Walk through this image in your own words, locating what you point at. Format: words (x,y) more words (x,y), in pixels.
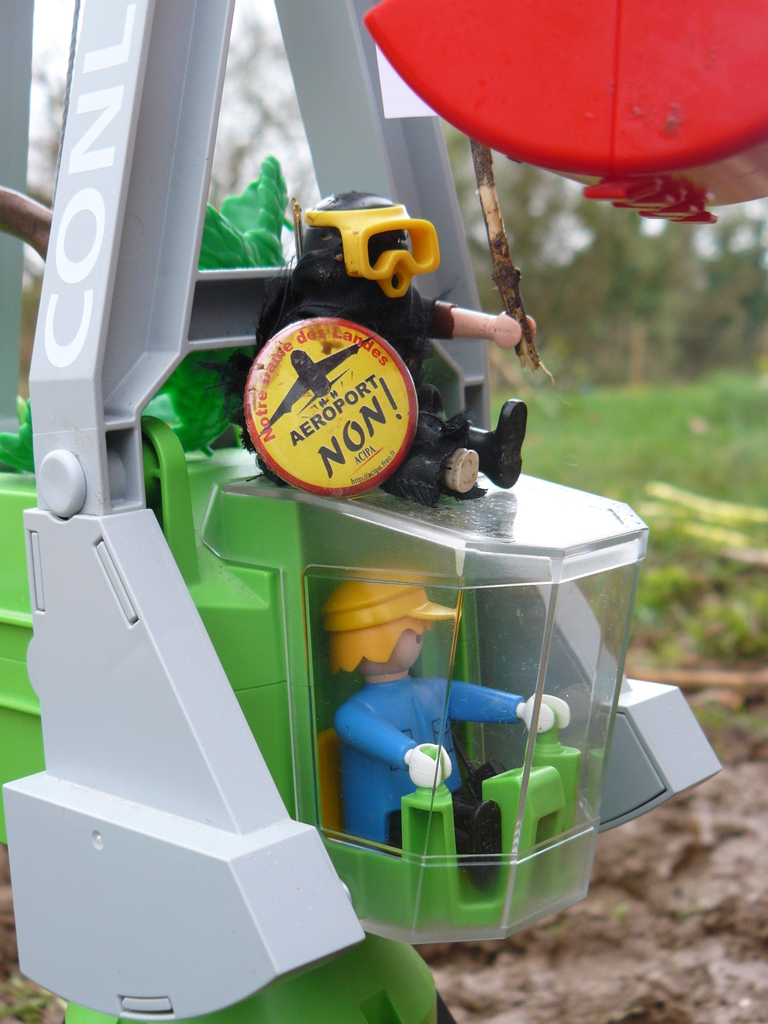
In the center of the image (297,466) there is a toy (217,503). In the background (638,635) there are trees (641,306), grass (614,420) and sky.
